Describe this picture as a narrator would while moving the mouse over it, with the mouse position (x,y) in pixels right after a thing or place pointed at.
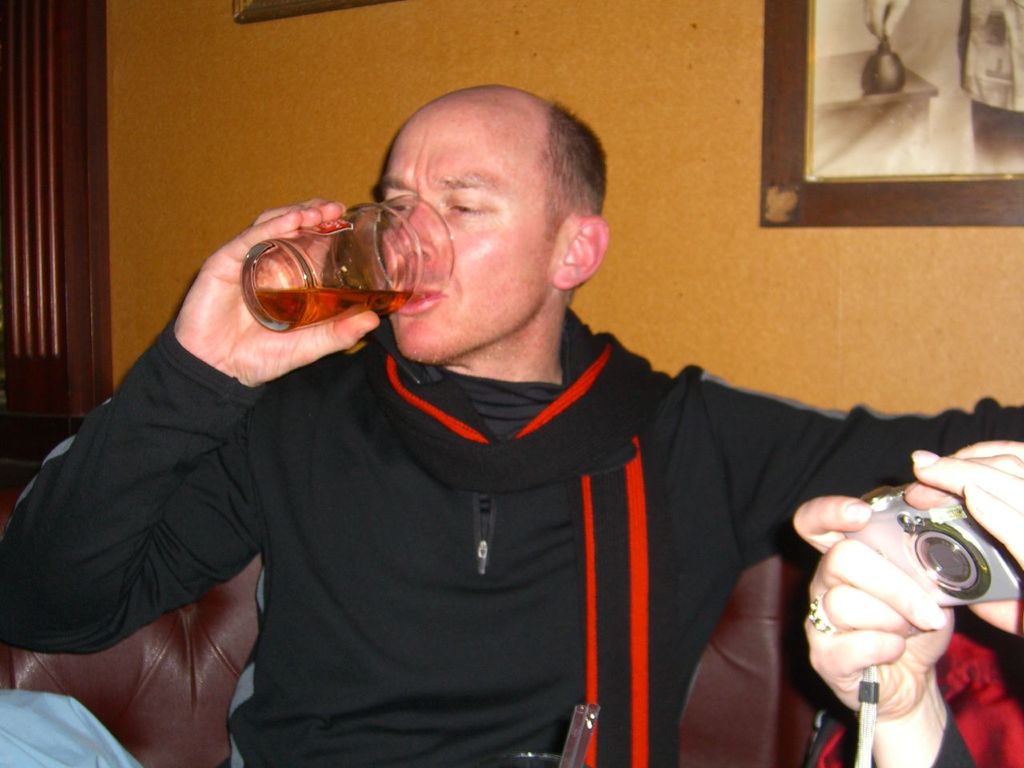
In this picture there is a man (364,508) who is wearing black dress (753,508) and drinking a drink (355,247). On the bottom right corner (874,555) there is a person (953,710) who is holding a camera (971,557) and wearing red dress (991,687) and ring (825,621). Both of them are sitting on the couch (771,687). On the top right corner (829,128) there is a photo frame (802,112) on the wall (744,85). On the left (35,356) there is a door (32,332).
